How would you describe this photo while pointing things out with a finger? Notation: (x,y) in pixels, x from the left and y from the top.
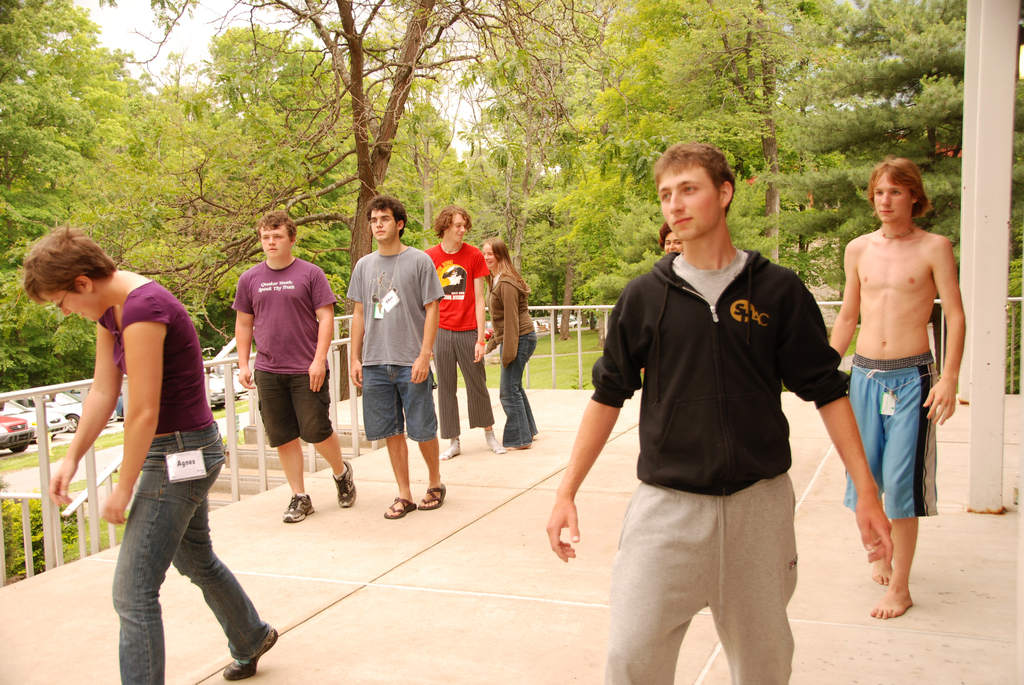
This image consists of many people (301,310) walking. At the bottom (431,624), there is a floor (276,612). In the background (81,74), there are many trees (81,74). To the left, there are vehicles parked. To the right (1005,350), there is a pillar (995,202).
